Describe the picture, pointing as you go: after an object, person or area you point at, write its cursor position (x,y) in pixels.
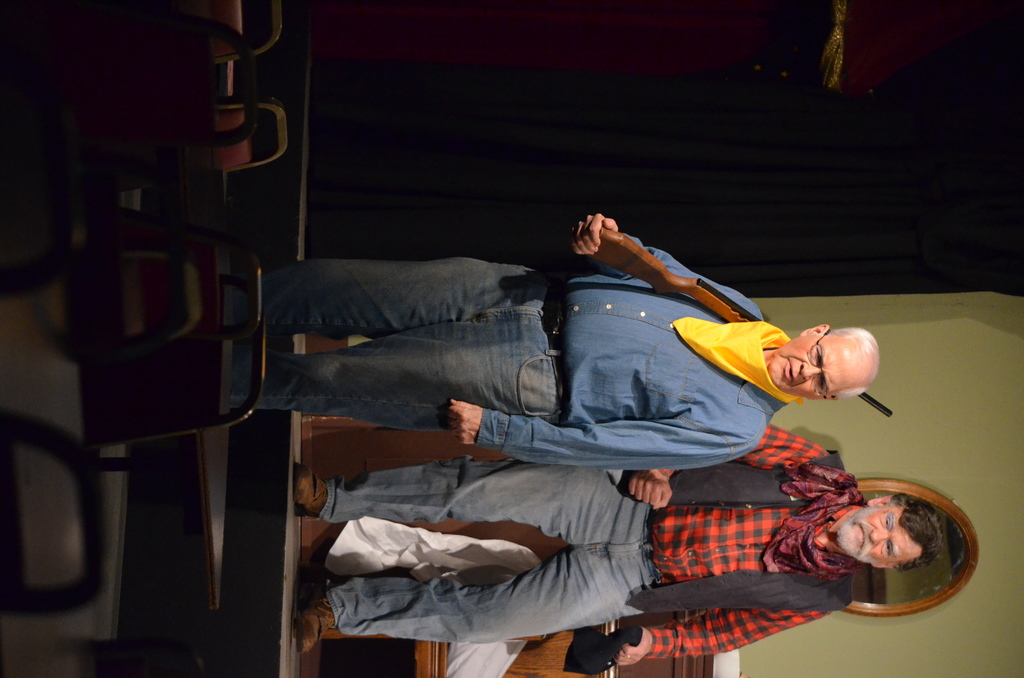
Here we can see two persons (529,580) are standing on the floor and there are chairs (212,357). In the background (945,402) we can see a wall (930,480), mirror (917,570), and curtains (734,180).
